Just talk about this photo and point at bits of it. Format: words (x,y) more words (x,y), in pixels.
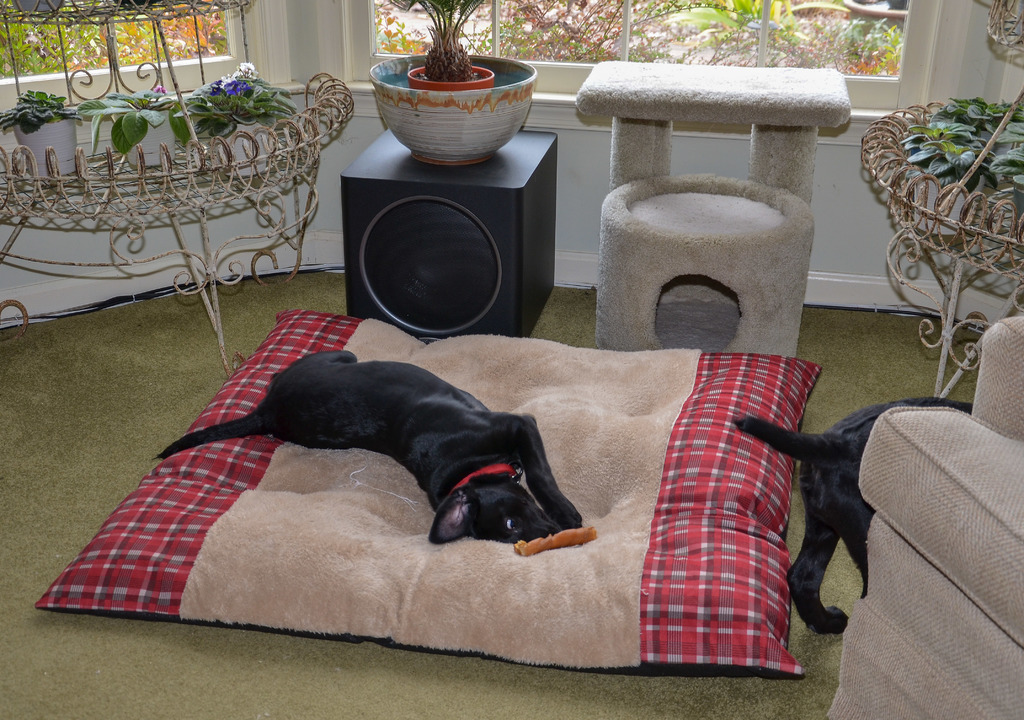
In this image, we can see a dog (477,470) and an object (548,538) on the bed (592,499). In the background (352,220), there is a sound box (439,216) and we can see stands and houseplants (118,128) and there is a couch (909,546) and an other dog (866,424) and there are windows (528,47), through the glass (515,34) we can see plants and there is a chair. At the bottom (102,677), there is a floor (98,682).
